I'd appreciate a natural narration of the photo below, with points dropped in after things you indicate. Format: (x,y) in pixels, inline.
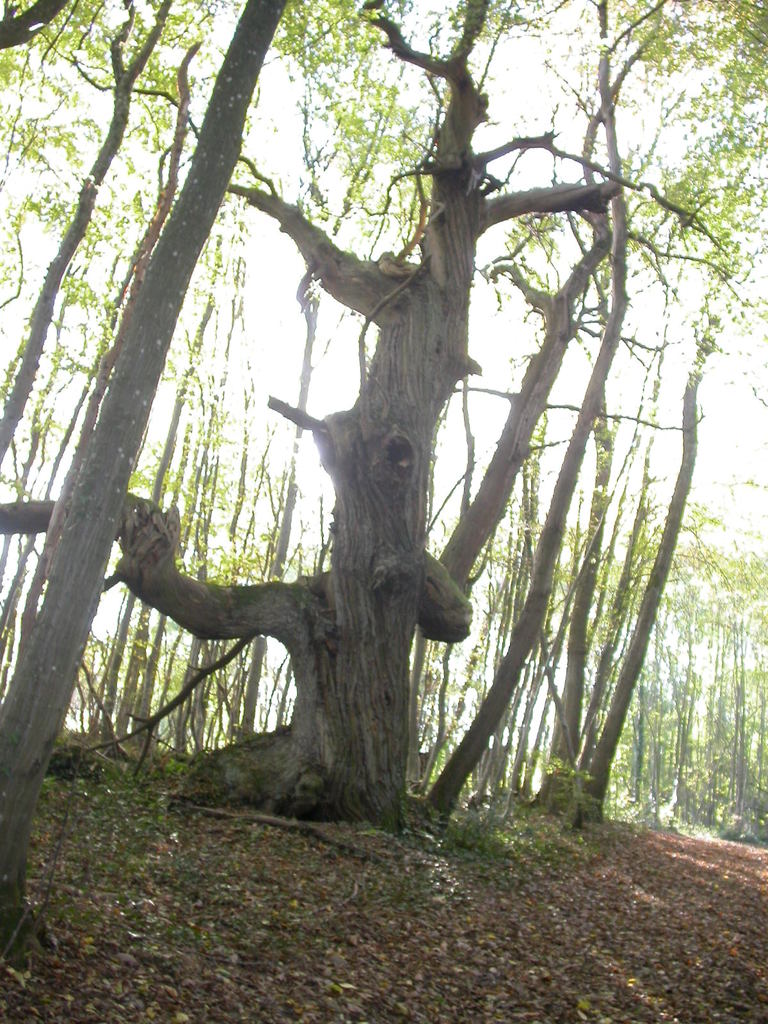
In this picture I can see trees (253,616), leaves (324,892) on the ground (459,928) and even can see the sun rays (388,228) falling across the trees (105,476).
